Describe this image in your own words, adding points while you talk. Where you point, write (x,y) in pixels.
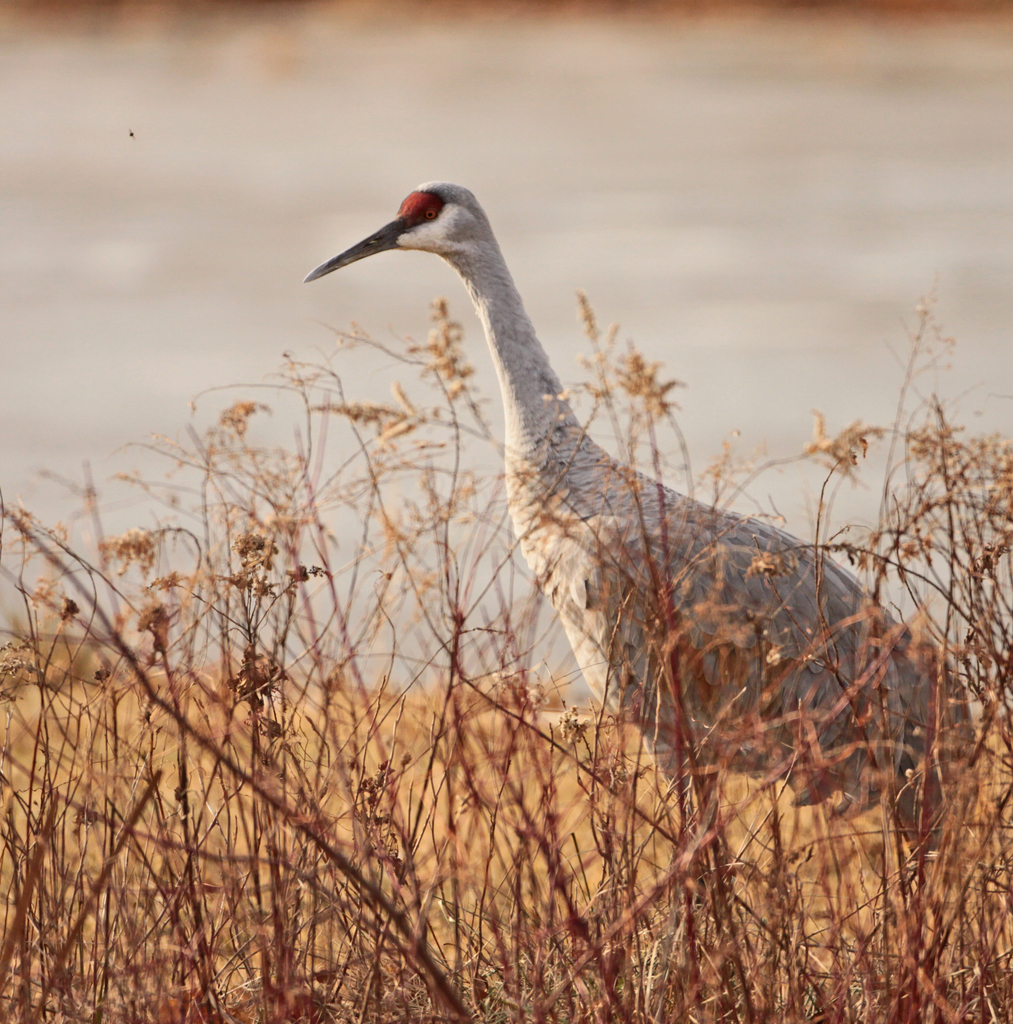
In the image we can see a bird (351,258). Here we can see dry grass (487,746), water (639,185) and the background (589,223) is blurred.
